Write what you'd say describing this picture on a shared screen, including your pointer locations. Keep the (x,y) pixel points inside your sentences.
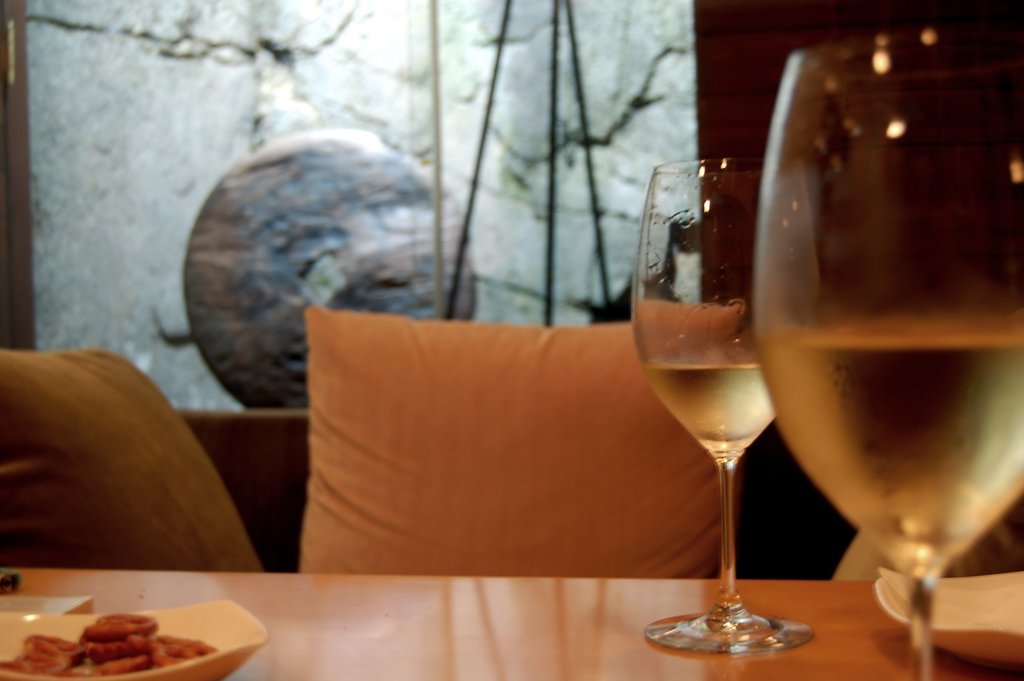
In this picture there is a table (415,631). On the table (491,621) there are wine glasses (746,367) with wine (884,441) in it, plates (896,603) and food (114,650). Beside the table (388,656) there are cushions (352,457). In the background (306,293) there is wall (298,126) and a stone (235,293).
